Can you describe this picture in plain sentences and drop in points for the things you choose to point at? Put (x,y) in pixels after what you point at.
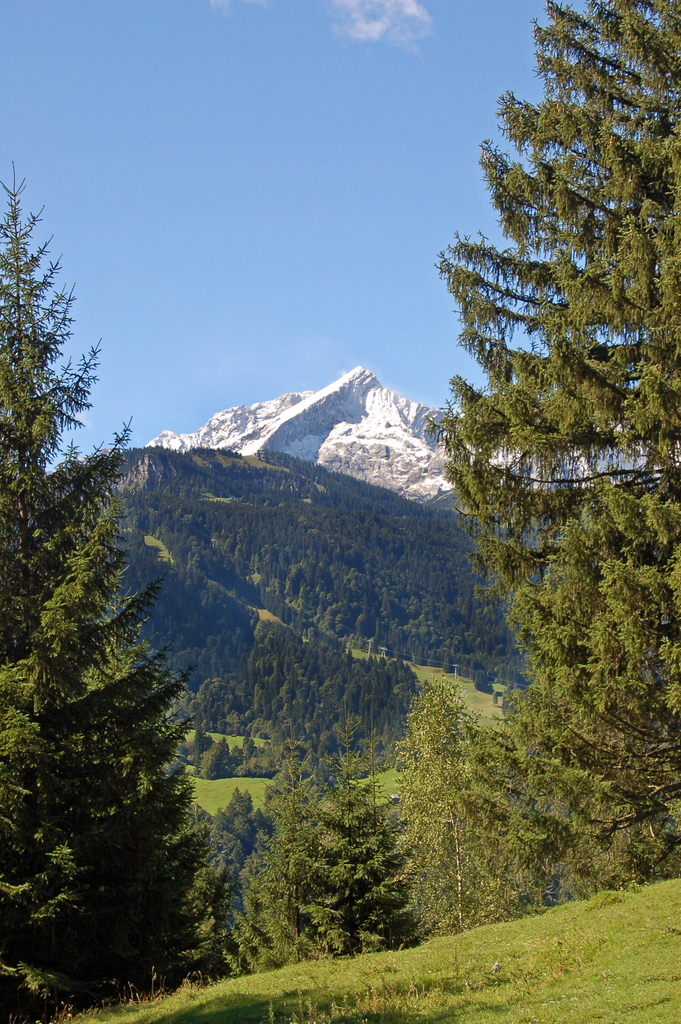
In this image we can see a group of trees (532,654) and some grass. On the backside (307,602) we can see a group of trees (328,608) on the hill (284,608), the ice hill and the sky (336,304) which looks clear.
